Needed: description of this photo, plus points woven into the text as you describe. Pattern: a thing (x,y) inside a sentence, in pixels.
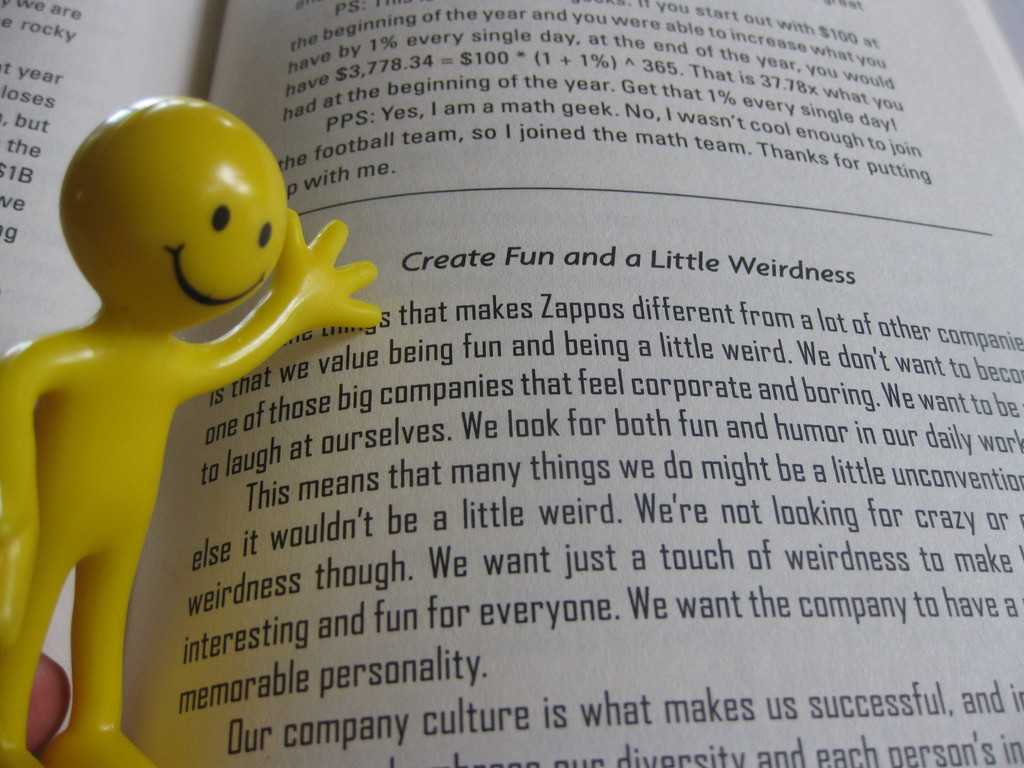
This image consists of a book (664,341). In the front (519,510), we can see a text (640,552). On the left (8,570), there is a doll (132,500) in yellow color.
